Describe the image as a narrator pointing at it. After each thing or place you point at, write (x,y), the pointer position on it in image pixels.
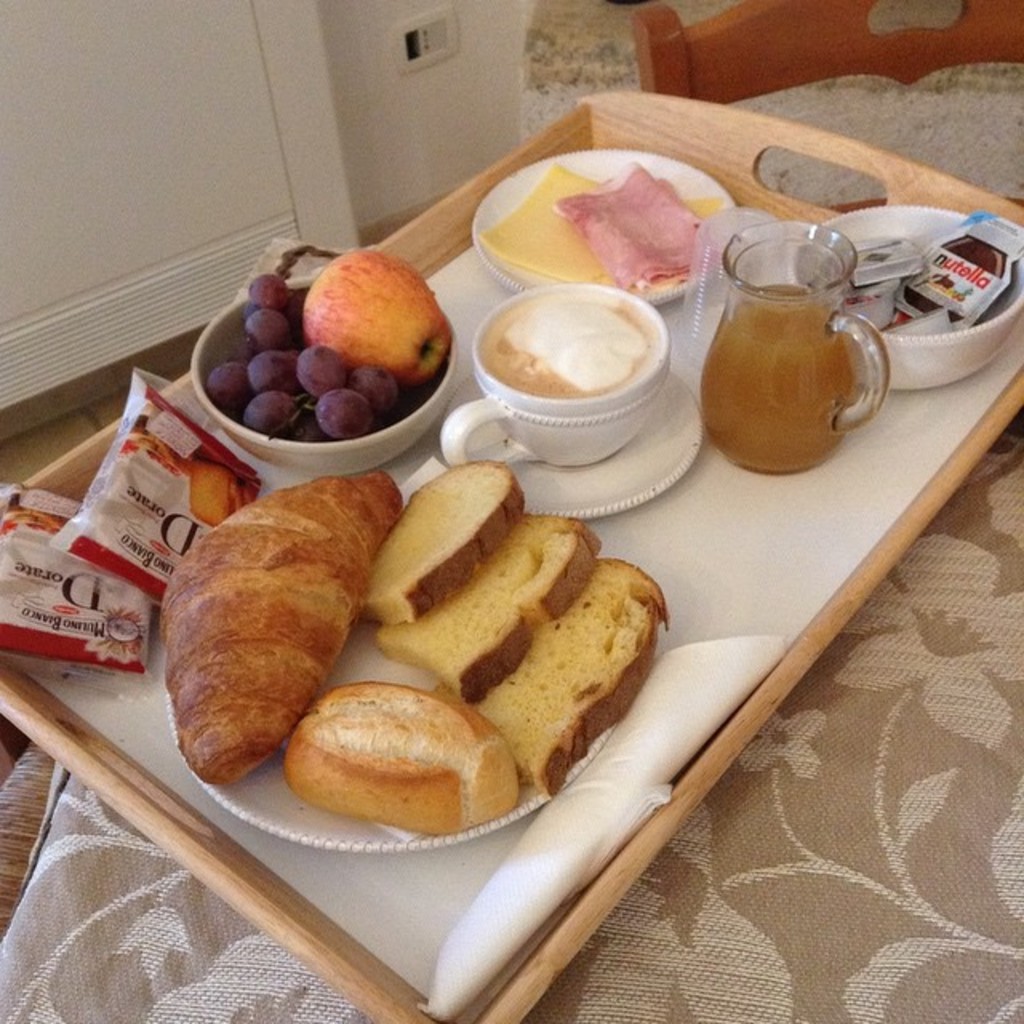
In this image I see a table (28,1002) on which there is a tray (465,184) and on it I see a jar (797,318) in which there is some liquid (768,373) and I see a cup (571,390) and a saucer (612,507) and I see an apple (378,336) over here and few other fruits (266,360) and I see the food (338,547) over here which is of brown and cream in color and I see few more things (897,338) and I see a chair (746,76) over here and I see the white color thing (231,164) in the background (133,210).
